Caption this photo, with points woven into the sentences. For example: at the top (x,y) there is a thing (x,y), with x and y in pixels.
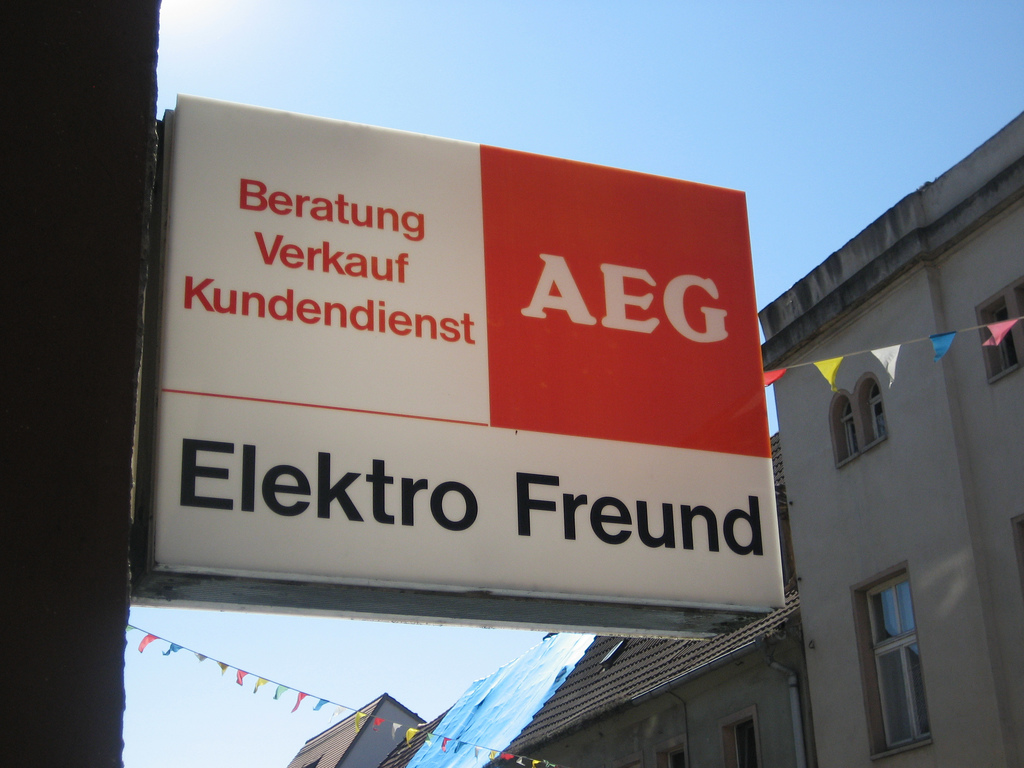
In this picture there is a board (335,411) which is placed on the wall (126,326). On the right (755,685) I can see the building (945,654). At the bottom (437,735) I can see the blue plastic cover (485,712) on the roof (678,675) of the building (687,684). Beside that I can see the flags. At the top (587,44) there is a sky (351,45).
